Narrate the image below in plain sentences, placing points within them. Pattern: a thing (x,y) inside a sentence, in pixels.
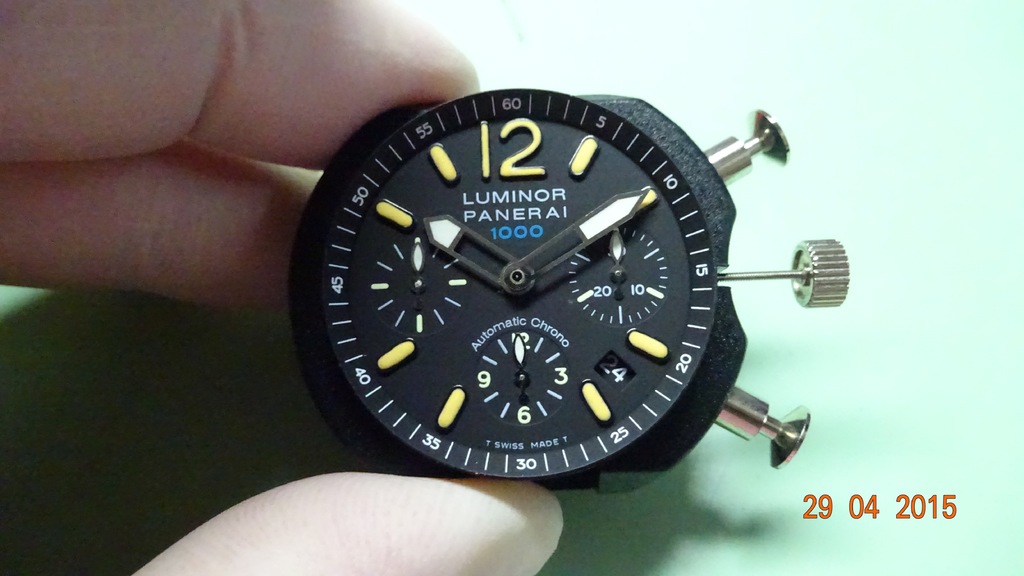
In this picture I can see there is a person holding a watch (449,269) and there is a dial (567,288), there are number markings (525,410) and it has a minutes and hour hand (446,249) and there is something written on the dial (591,258) and it has few buttons (751,143) on to right side (761,129) and there is a green color backdrop (1023,385).
